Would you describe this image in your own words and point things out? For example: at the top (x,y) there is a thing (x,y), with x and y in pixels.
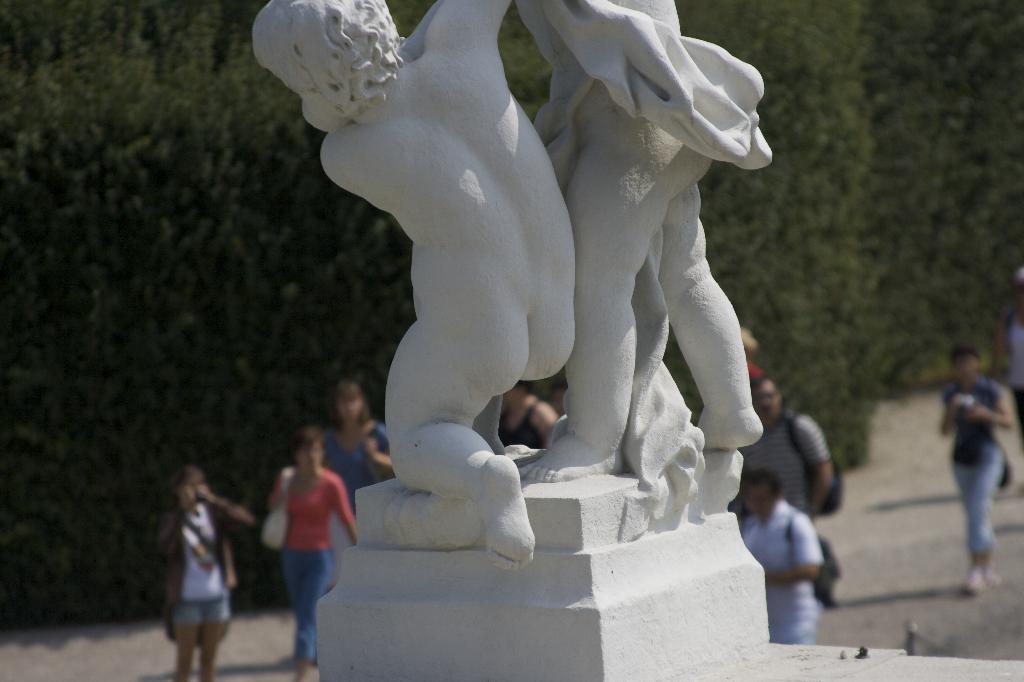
In this image we can see statue of two persons (596,319) which are white in color and in the background of the image (225,503) there are some persons (246,519) walking and there are some trees (829,414).
